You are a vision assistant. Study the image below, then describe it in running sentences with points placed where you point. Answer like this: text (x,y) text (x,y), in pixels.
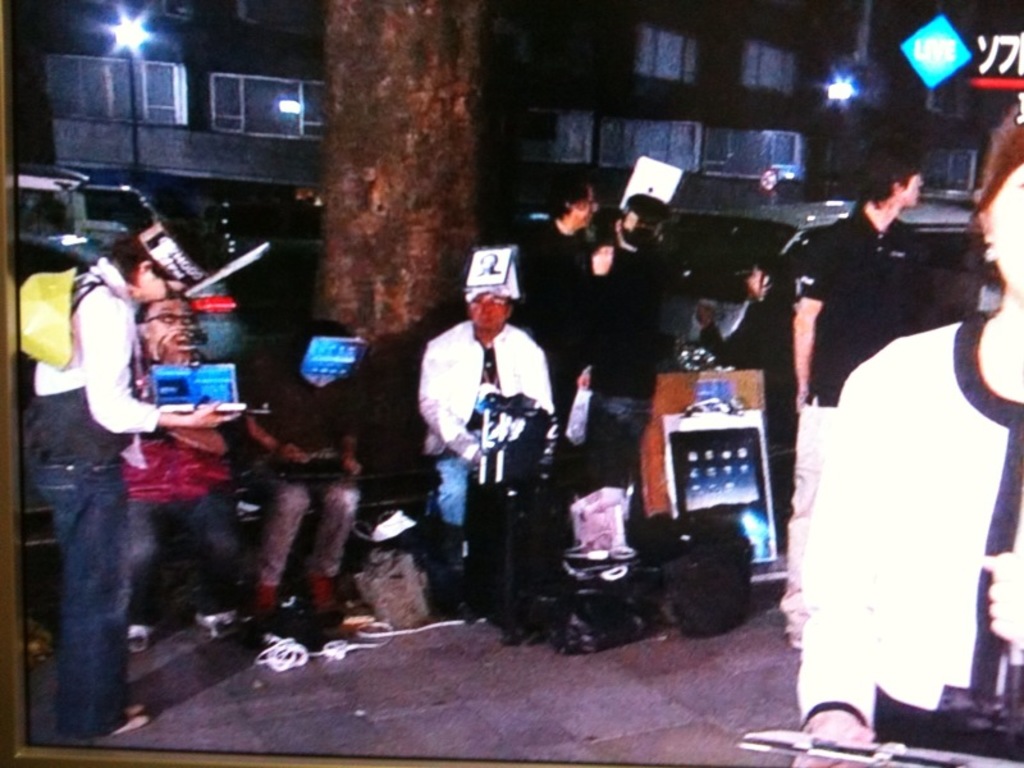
This is clicked in a street (793,677), there are many people (93,332) standing with tablets (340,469) in their hands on the foot path (236,728) in front of a tree (349,280) and behind there are vehicles (197,217) going on the road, over the background (190,163) there is a building (176,161).
